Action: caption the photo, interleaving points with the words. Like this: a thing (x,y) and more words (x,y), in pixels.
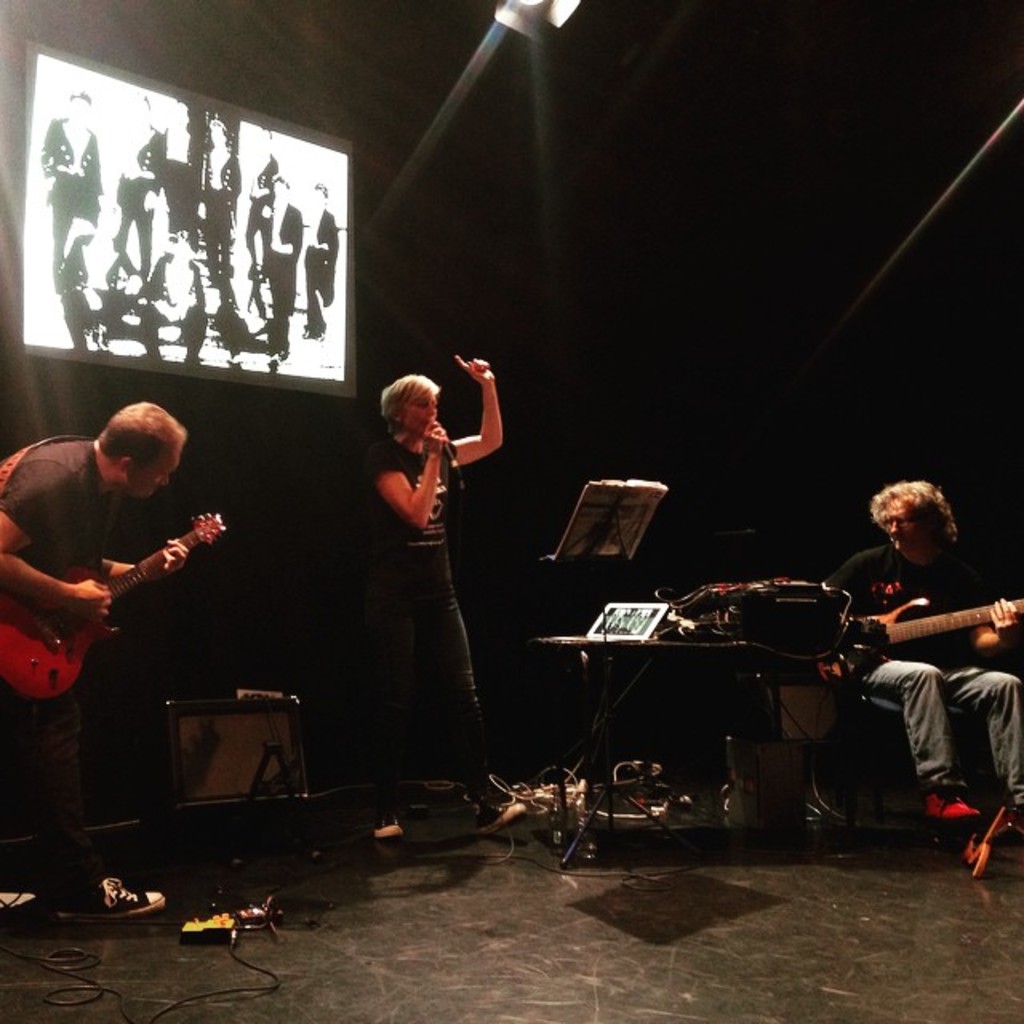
In this image we can see a woman (461,660) standing on the floor (705,796) holding a mic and two men (76,795) holding the guitars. We can also see a speaker stand (598,536) with a book (658,490), a table (688,646) with some objects (637,621) placed on it, some wires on the floor (512,900), a display screen (57,111) on a wall (404,341) and a light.
